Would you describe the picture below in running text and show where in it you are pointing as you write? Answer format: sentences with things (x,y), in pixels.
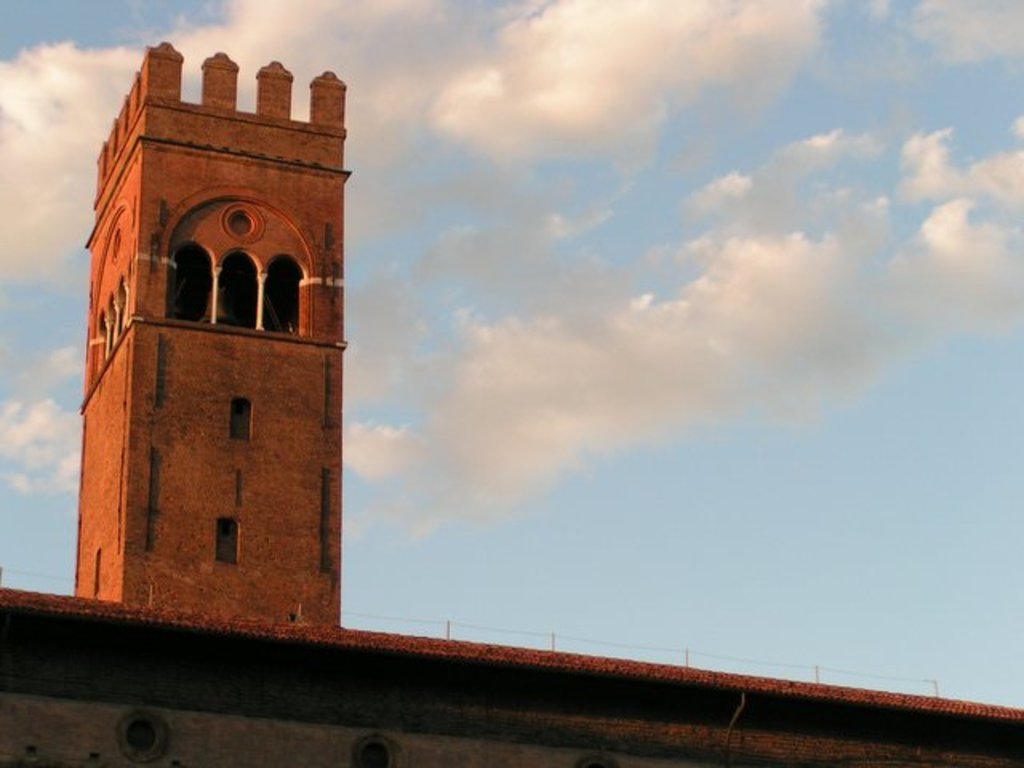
At the bottom of the image (217,749) there is a building (182,389). Behind the building (217,749) there are some clouds (13,102) and sky (170,32).
